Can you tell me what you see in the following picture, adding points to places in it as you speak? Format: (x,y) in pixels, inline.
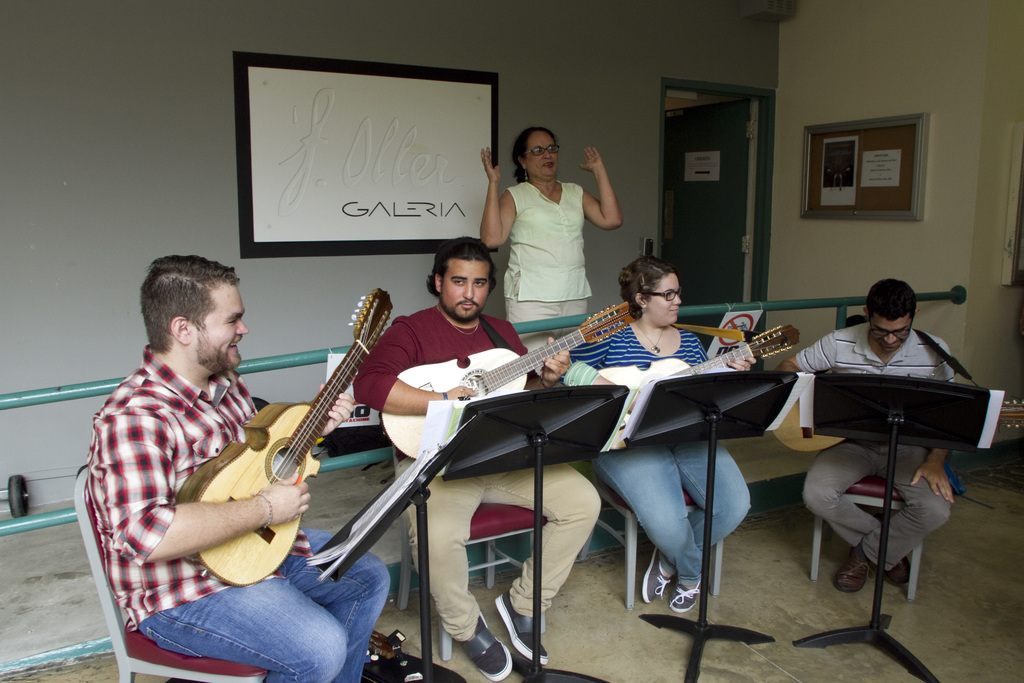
This a picture in a music class, there is a women (536,226) standing and giving the instructions to the music students (168,465) and there are four persons (422,394) who is sitting on a chair (505,512) and they are practicing the music with the guitars (235,540). There is a sign board (748,322) and this a iron rod (10,394). Background of this people (535,206) there is a board (326,167) and there is a wall (85,82) and there is a door (689,203) in blue color and on the wall (805,220) there is a board (855,204) sticking some papers (843,172).
